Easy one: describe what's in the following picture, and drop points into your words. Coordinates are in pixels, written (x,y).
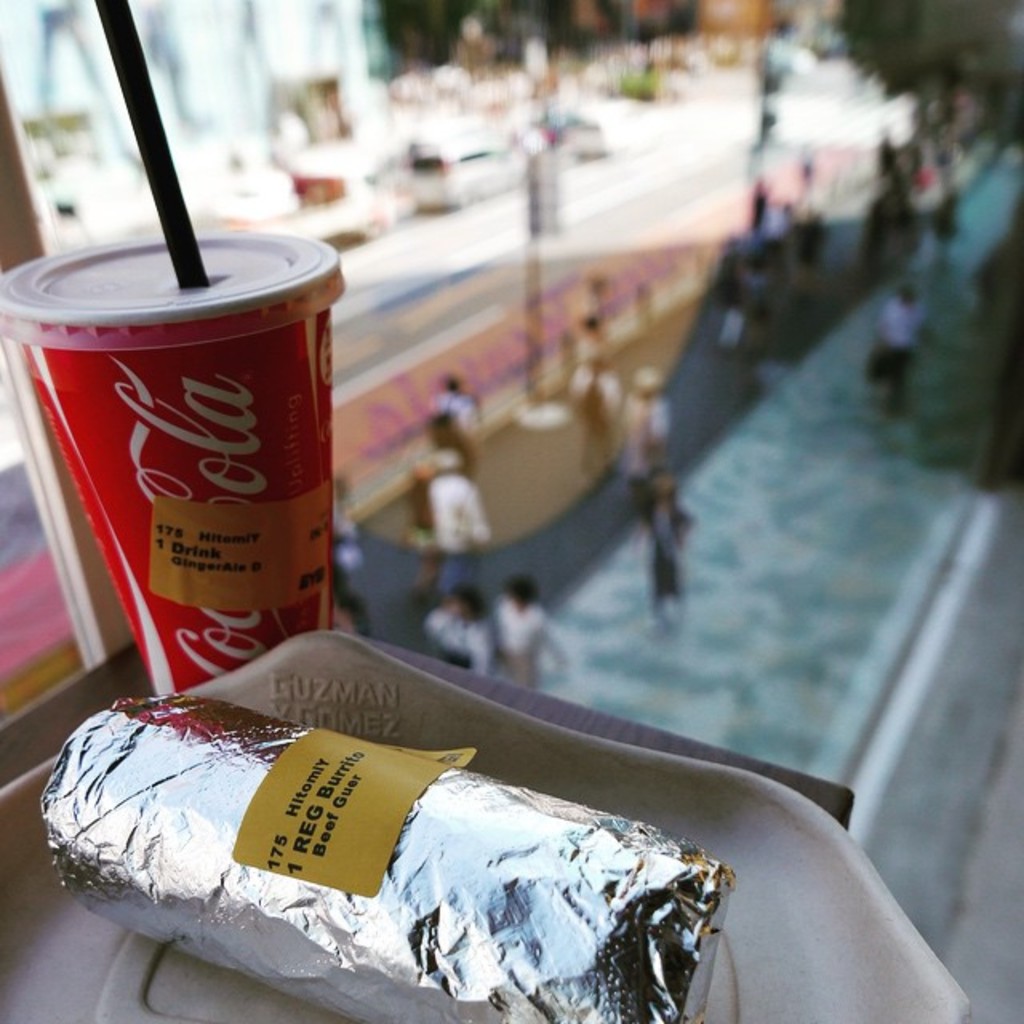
This picture might be taken inside a restaurant (723,912). In this image, there is a table (845,795). On that table (640,733), we can see a plate (866,882) with some food (600,903) which is packed. On the left side (259,344), we can also see a coke cup (207,475), outside of the glass (858,468), we can see group of people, few people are walking and few people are standing. In the background (603,35), we can also see some trees (987,18).
